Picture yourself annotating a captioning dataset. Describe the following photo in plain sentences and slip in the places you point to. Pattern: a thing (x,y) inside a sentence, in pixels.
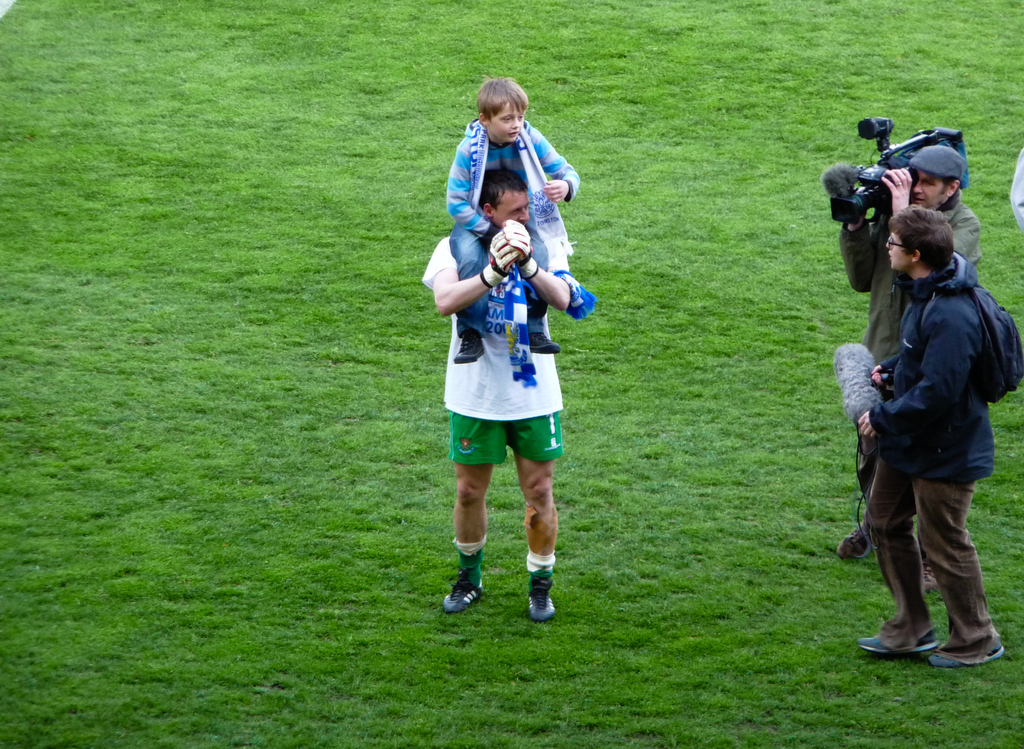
In this image we can see there are people (467,531). Among one is holding a camera (859,205) and the other is holding an object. There is grass (264,512).
